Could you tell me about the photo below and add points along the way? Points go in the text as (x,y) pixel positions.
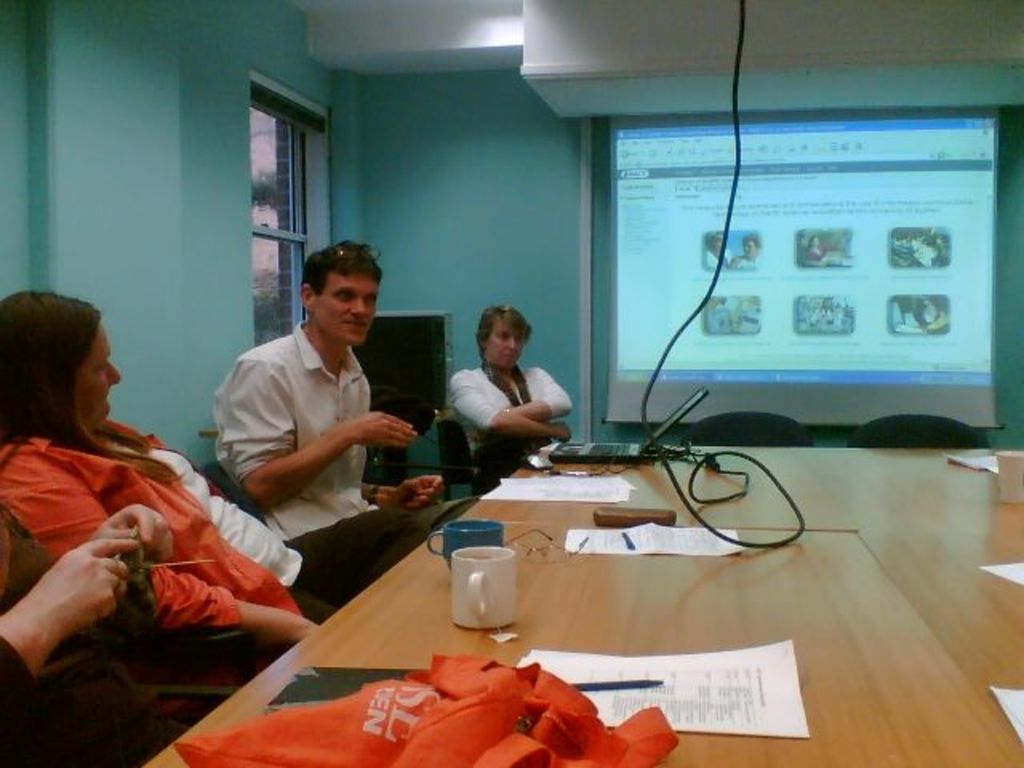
In this image in front (1004,600) there is a table (603,596). On top of it there are cups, papers (670,674), pens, specs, laptop (630,455) and there are a few other objects (489,700). On the left side of the image (52,468) there are people (366,388) sitting on the chairs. Behind them there is a wall (215,196). There is a glass window (277,203). In the background of the image (704,202) there is a screen (731,263).
